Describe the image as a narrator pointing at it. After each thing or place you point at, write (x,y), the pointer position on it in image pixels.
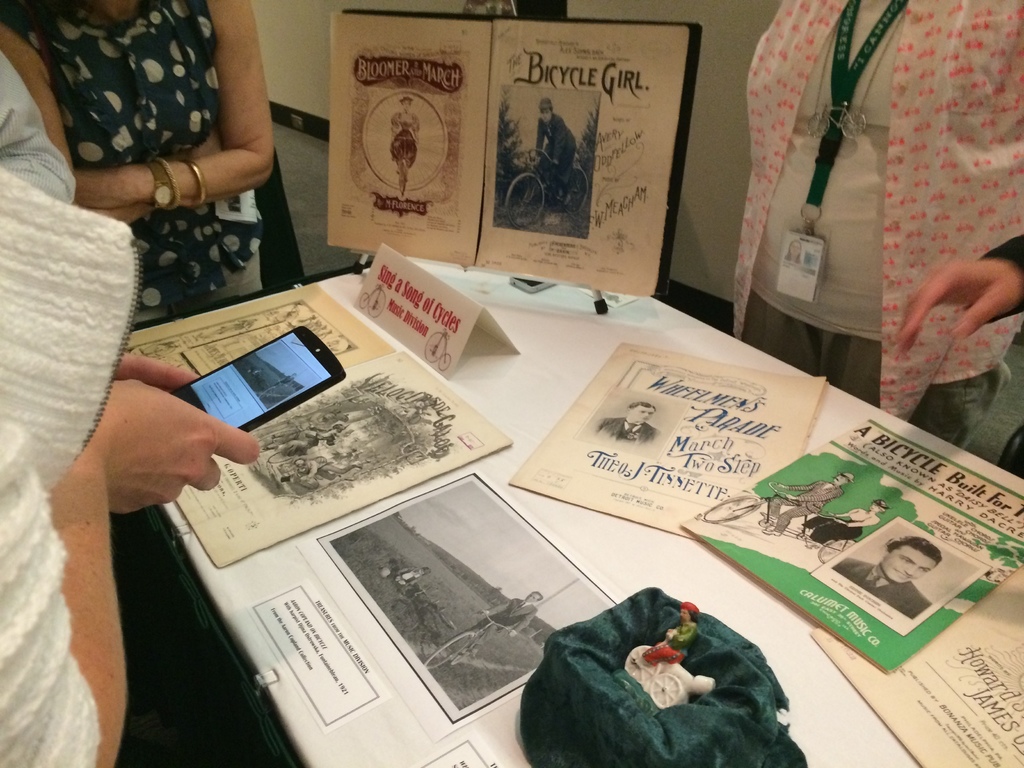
In this picture we can see a group of people (851,153) standing where a person (36,287) holding a mobile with hands (120,371) and in front of them on table (827,434) we can see books (385,375), toy (659,649) and a name board (386,267) and in the background (299,93) we can see wall (278,51).
